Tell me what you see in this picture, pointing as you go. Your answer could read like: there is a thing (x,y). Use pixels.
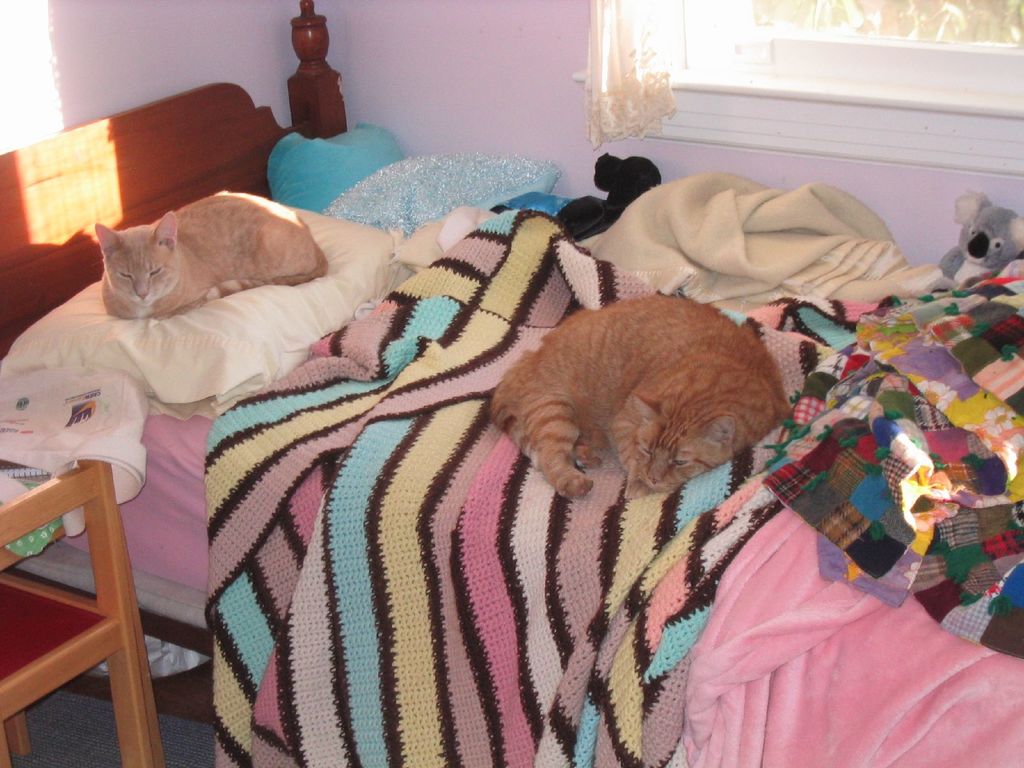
Here we can see a two cats (540,367) which are on the bed (218,501). This looks like a window (910,86) and this is a teddy bear (994,247).
